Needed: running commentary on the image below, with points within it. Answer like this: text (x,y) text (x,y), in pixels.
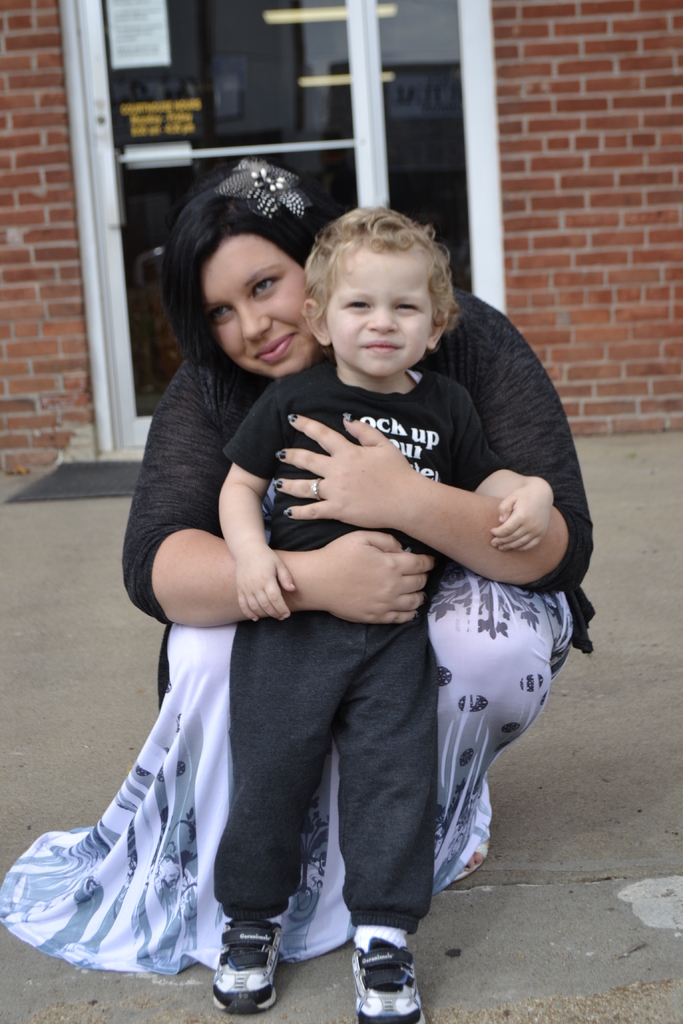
In this image we can see a woman (342,608) is sitting, and holding a boy (271,527) in the hands (391,582), at back (177,169) there is the glass door (297,145), here is the wall (533,197).
